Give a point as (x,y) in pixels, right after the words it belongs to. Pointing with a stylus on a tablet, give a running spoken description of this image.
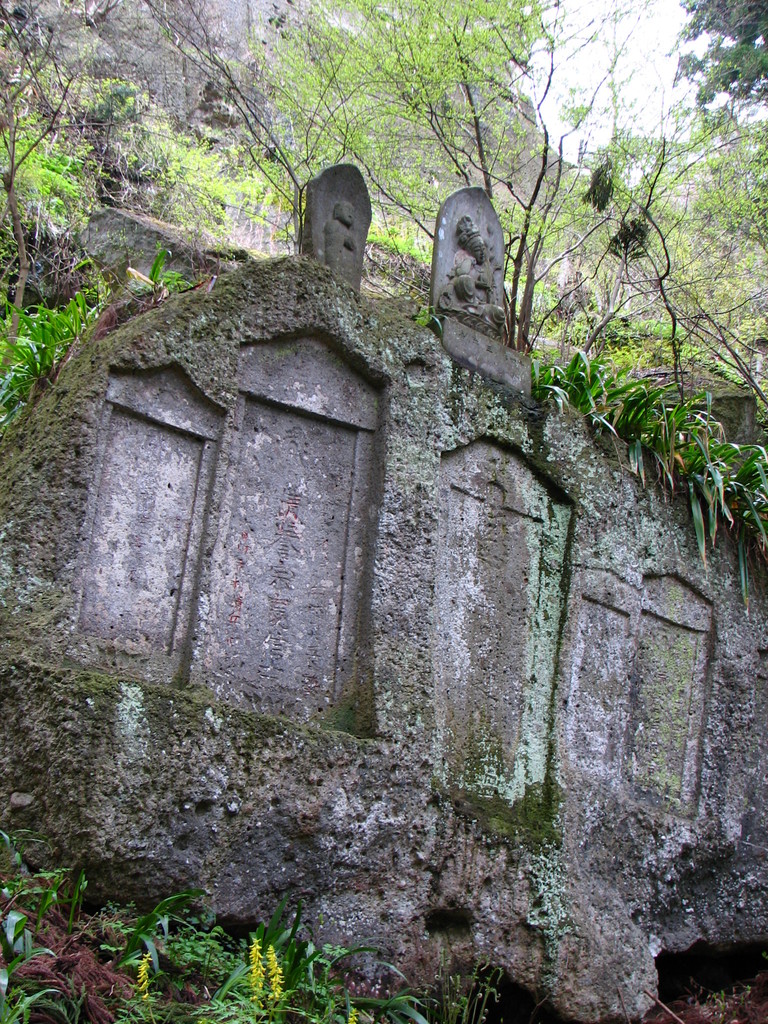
In this image we can see a wall (413,525), statue (471,260) on the wall (355,299) and in the background (564,41) there are few trees (413,119), a mountain (387,271) and sky (630,60).
